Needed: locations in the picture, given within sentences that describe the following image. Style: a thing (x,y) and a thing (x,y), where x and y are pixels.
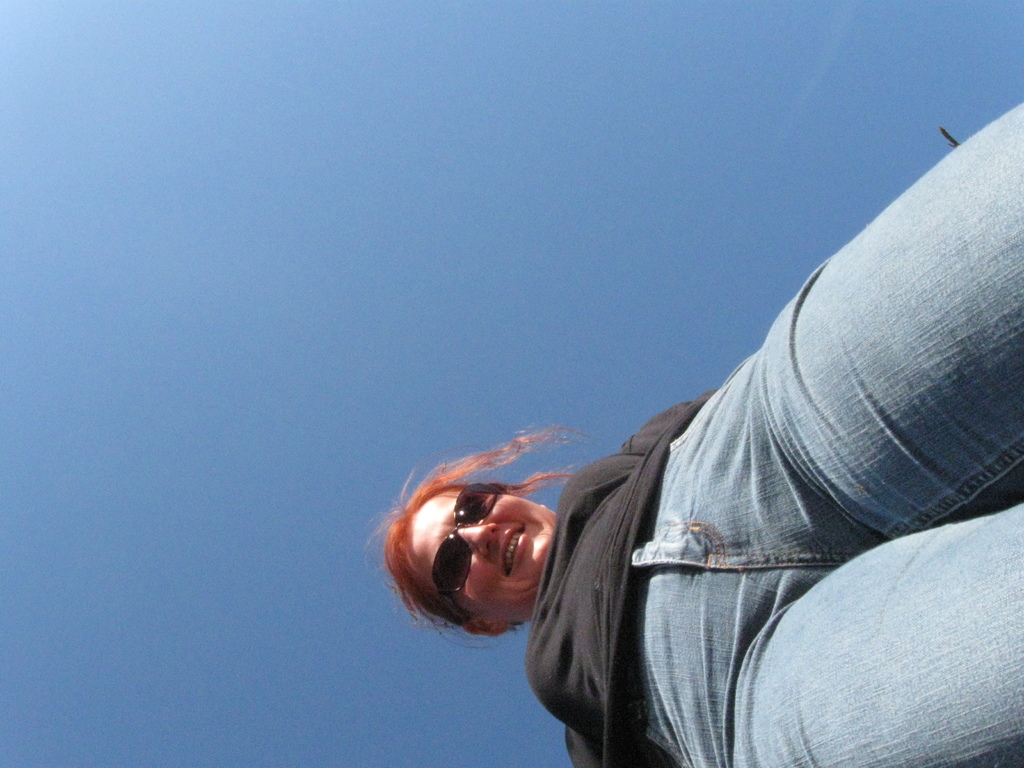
In this picture we can see a woman (574,552), she is smiling and she wore spectacles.
